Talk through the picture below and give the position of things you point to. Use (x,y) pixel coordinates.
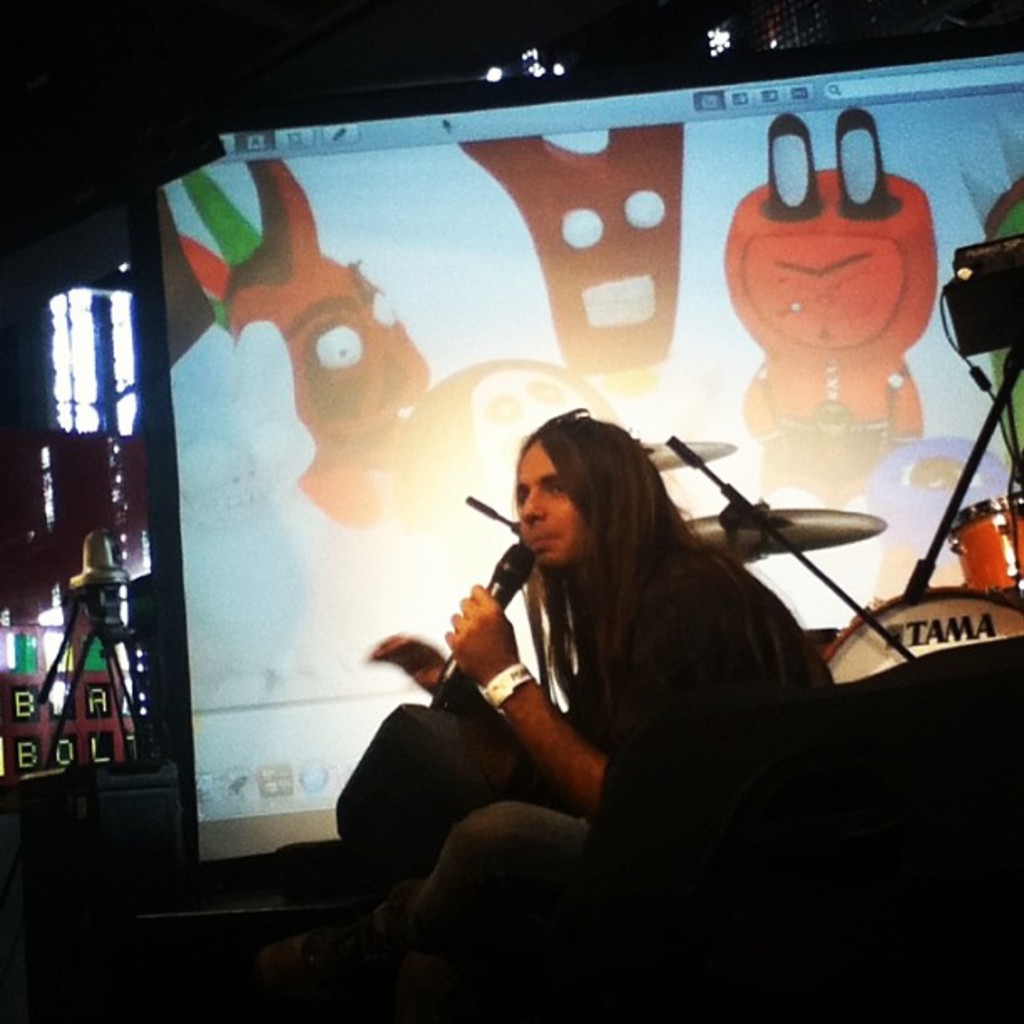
In this image, we can see a person (560,743) is holding a microphone (522,570) and sitting. Background (1014,605) we can see screen (578,348), drum kit (755,545), few objects (755,545) and things (988,256).
